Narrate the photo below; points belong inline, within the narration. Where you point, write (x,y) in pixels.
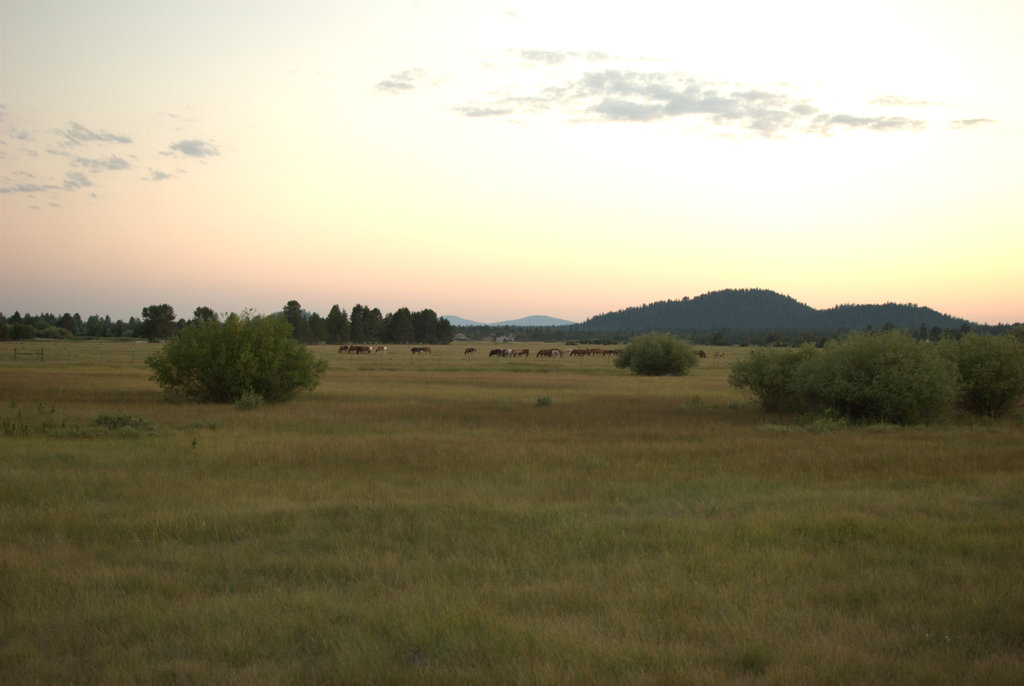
This image consists of green grass (581,538) on the ground (498,562). In the background (997,365), there are many trees (452,336). And we can see many animals (350,349) in this image. On the right (789,302), there are mountains (761,300). At the top (404,109), there are clouds (622,109) in the sky (566,180).
